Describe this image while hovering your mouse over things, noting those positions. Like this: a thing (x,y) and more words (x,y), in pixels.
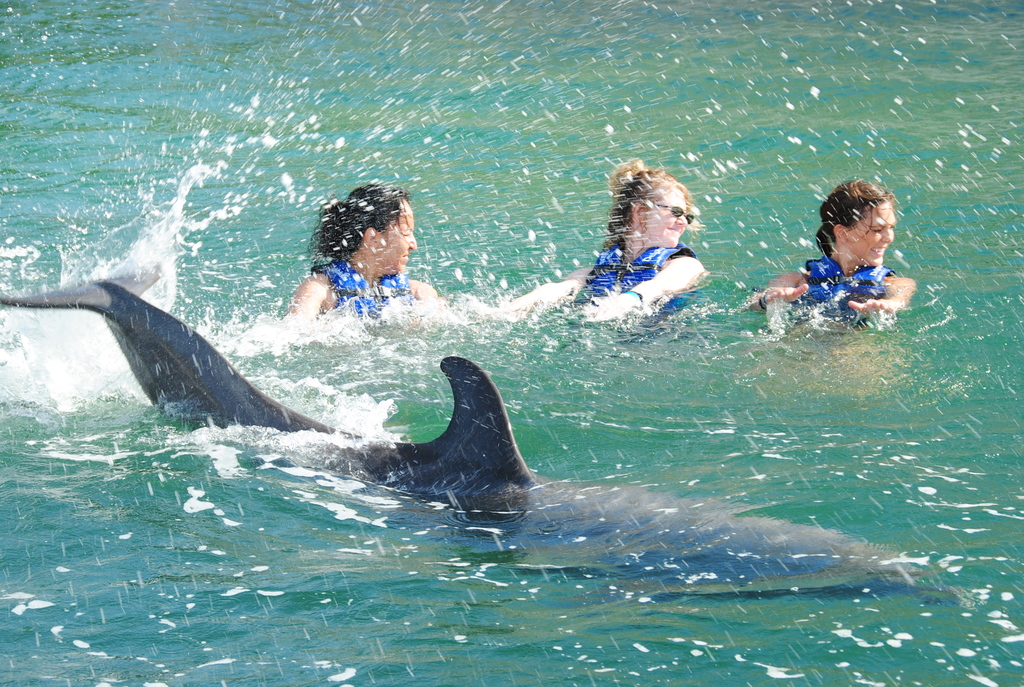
In this picture I can see there is a dolphin (286,413) swimming in the water (630,567) and there are three women (578,284) wearing blue life jackets (386,276) and they are looking at right side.
